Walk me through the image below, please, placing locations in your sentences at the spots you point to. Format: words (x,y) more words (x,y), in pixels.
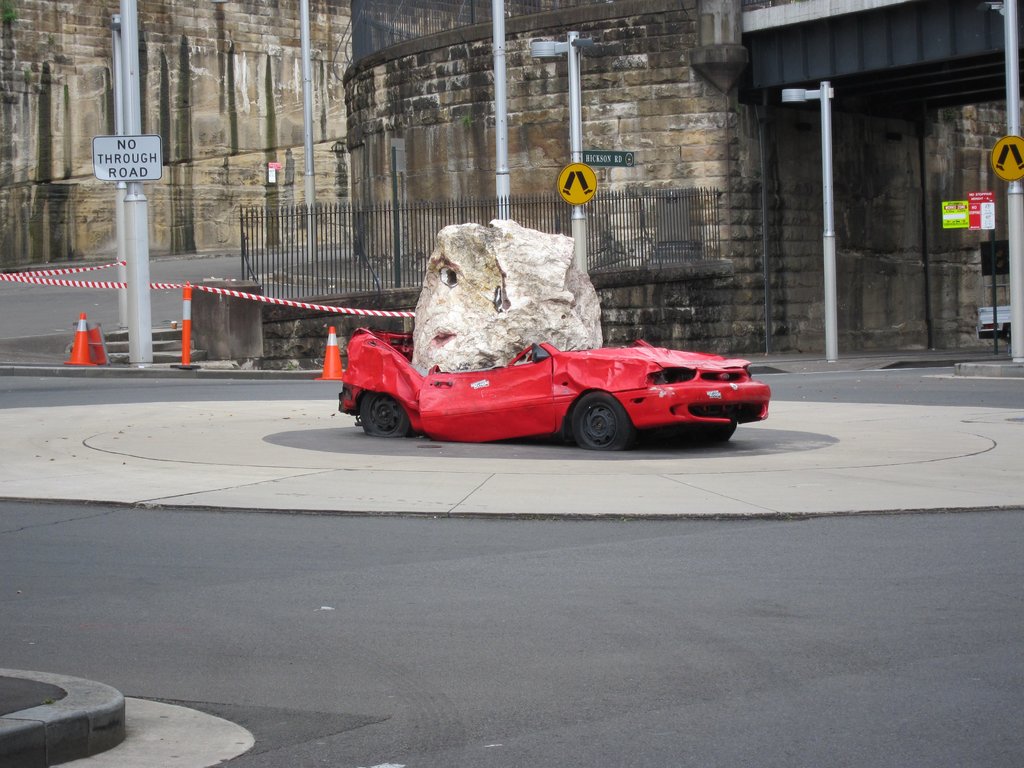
This is an outside view. At the bottom (371,653), I can see the road (550,626). In the middle of the image (587,338) there is rock (466,312) on a red color car (413,380). Behind there is railing (465,221) and I can see few poles (142,234). In the background (179,92) there is a building (632,63).
